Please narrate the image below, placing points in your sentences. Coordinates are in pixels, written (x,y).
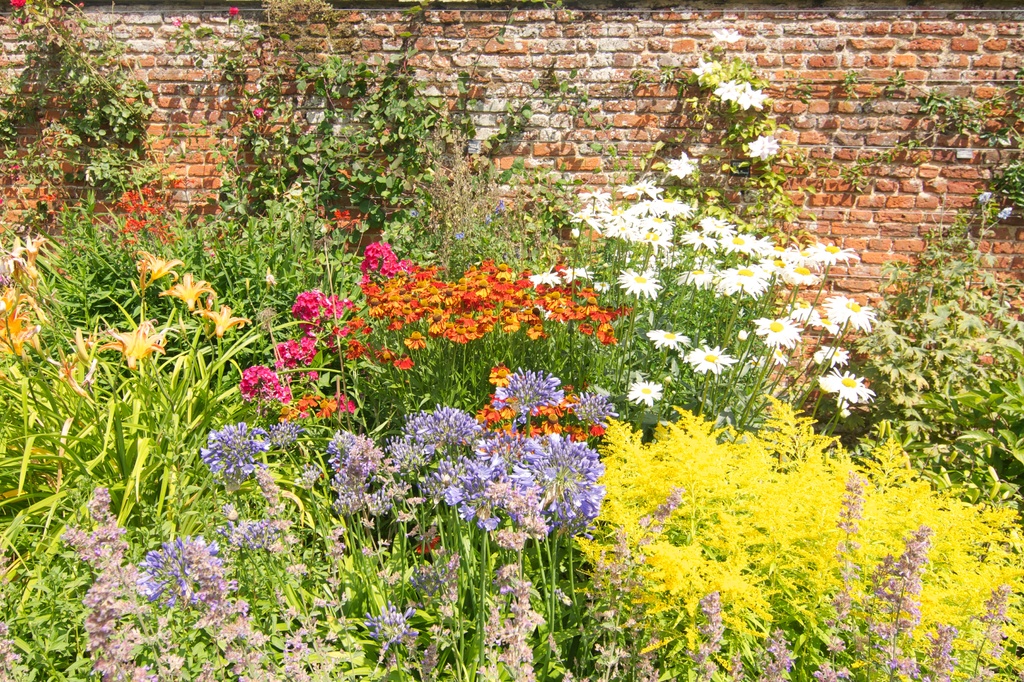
In the picture we can see a group of plants (78,442) and flowers (744,501) to it, some are yellow, red, pink, orange and white in color and behind it we can see a wall (215,84) with bricks (493,84).
